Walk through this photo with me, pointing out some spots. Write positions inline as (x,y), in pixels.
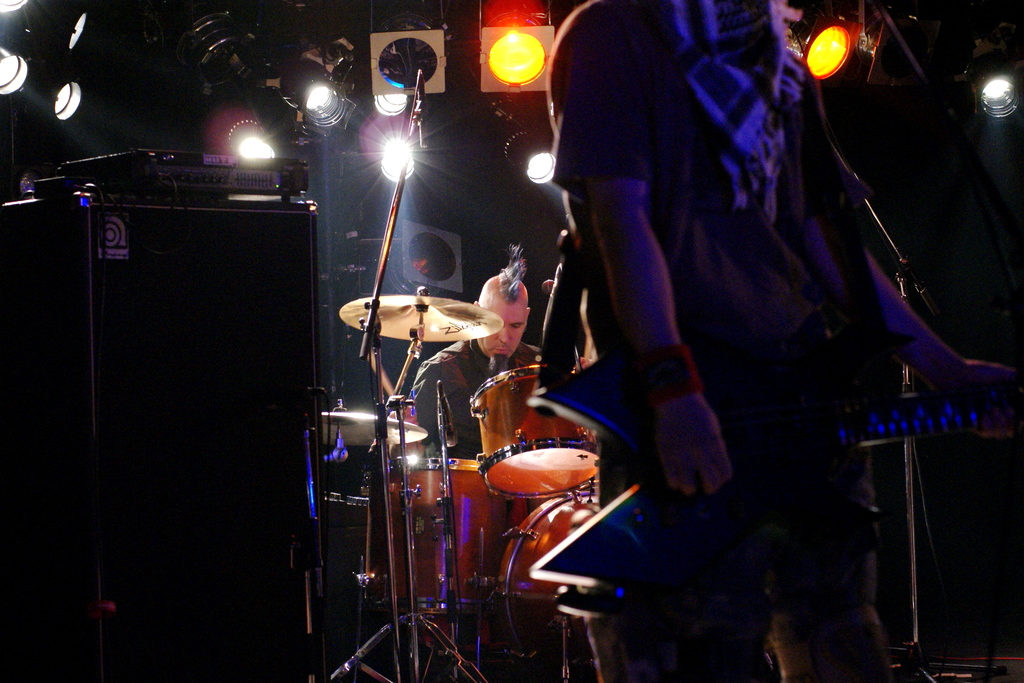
This picture shows a man (835,257) standing and another man (432,364) seated and playing drums (463,472) we see a microphone (413,113).
